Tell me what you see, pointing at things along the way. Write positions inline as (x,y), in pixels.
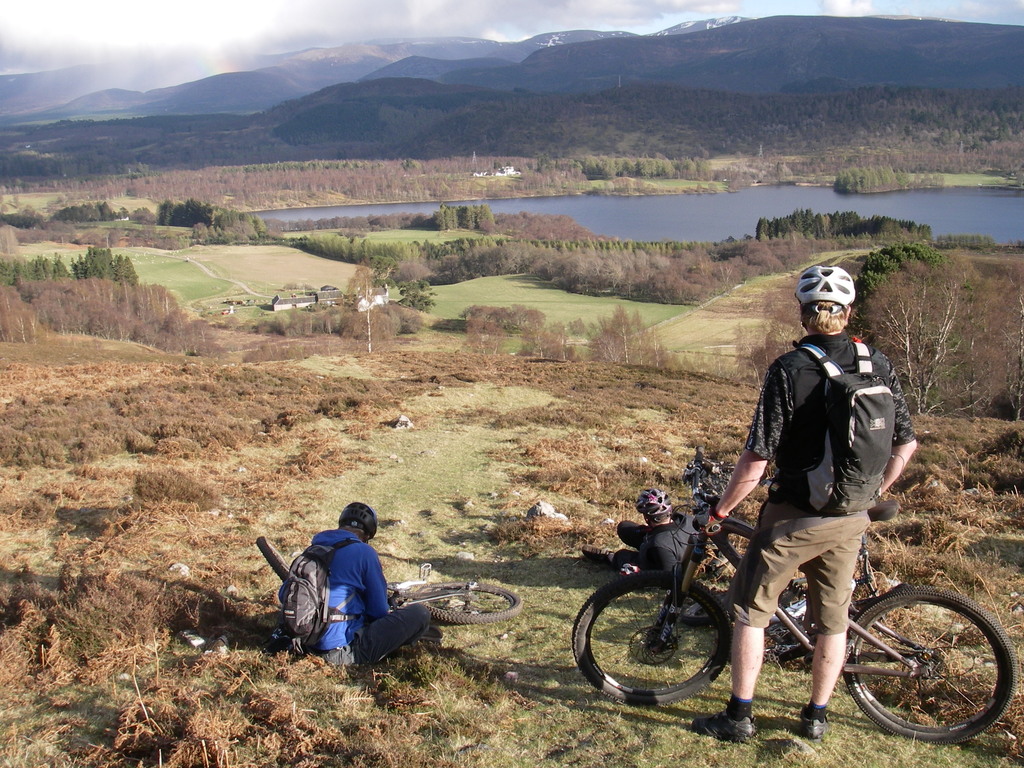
In this picture there is a boy (799,454) wearing a black t-shirt (801,404) with backpack (837,433) is standing with the bicycle (847,648). Beside we can see a man (366,565) sitting on the ground (445,575) with the bicycle (446,608). Behind there is a grass (206,252) and some trees (498,251). In the background (651,199) there is a small river water (622,200) and some mountains (689,68).
